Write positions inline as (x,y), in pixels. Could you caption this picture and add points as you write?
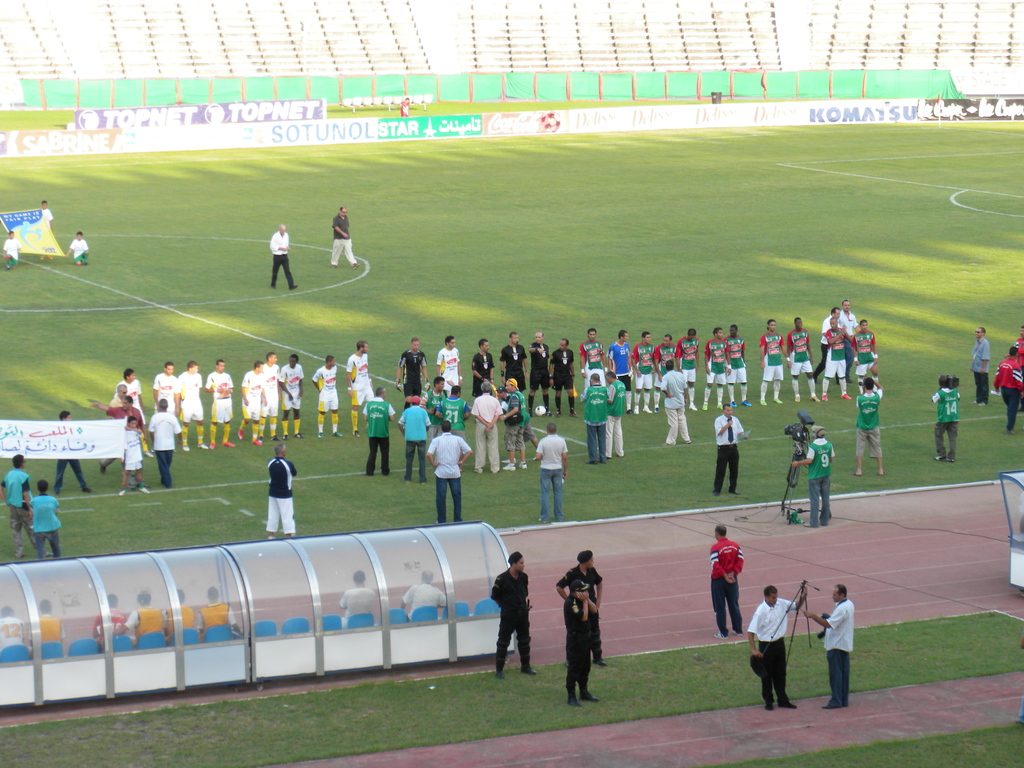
In the picture we can see a playground (847,453) with a grass surface (561,426) and on it we can see some players (780,399) are standing in a sequence and some people (719,579) are standing near them and in the background (844,104), we can see a boundary wall (542,113) with some advertisements (360,137) and behind it we can see the chairs (287,52).
